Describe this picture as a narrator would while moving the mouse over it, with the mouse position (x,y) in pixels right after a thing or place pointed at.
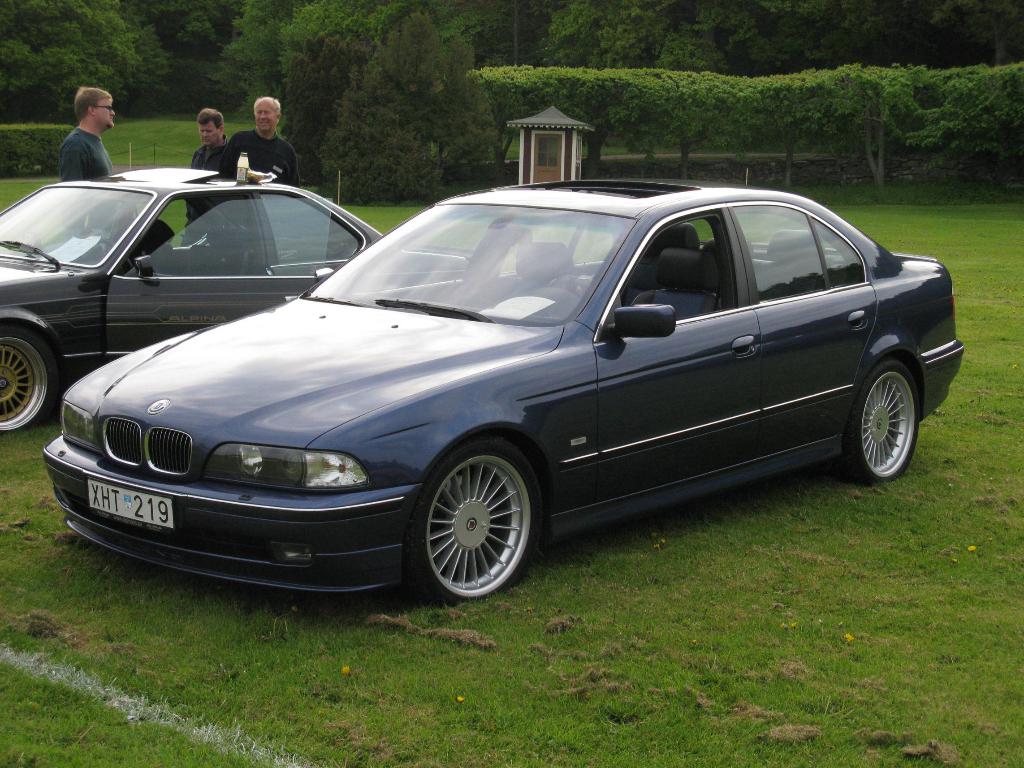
In the center of the image (522,432) we can see two cars (330,350). In the top left corner (69,161) we can see some persons (214,134). At the top of the image (453,148) we can see house (573,130), bushes (573,94) and some trees (606,139). In the background of the image (134,139) we can see the ground (159,668).
